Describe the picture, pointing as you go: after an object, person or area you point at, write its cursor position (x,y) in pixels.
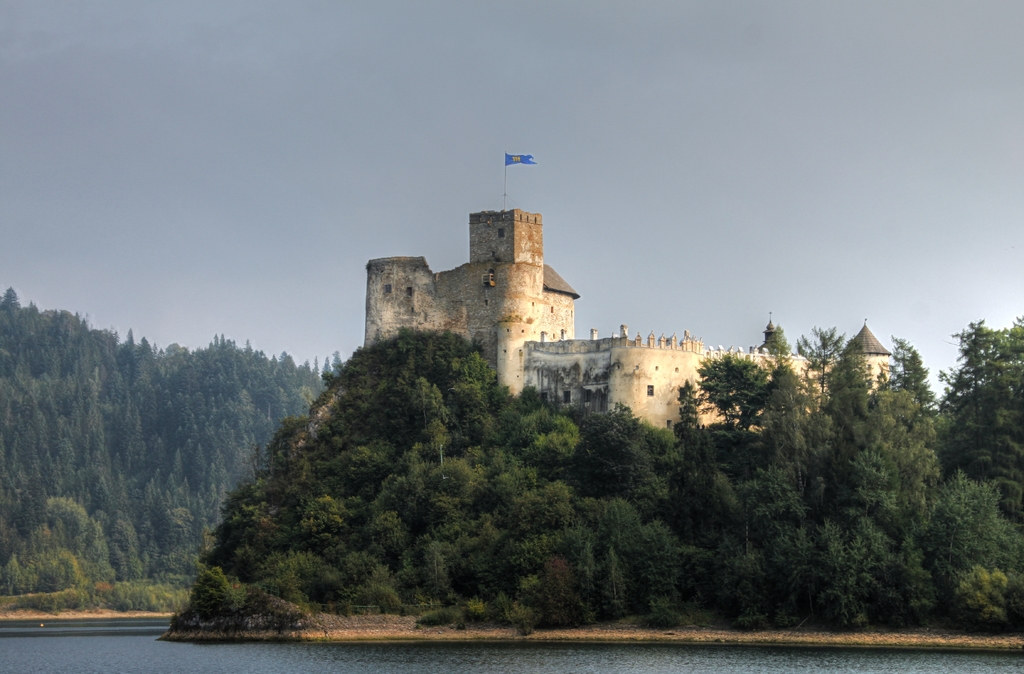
There is a surface of water (378,659) at the bottom of this image (535,651), and there are some trees (551,495) in the background (67,463). There is a monument (515,314) with a flag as we can see in the middle of this image (549,366), and there is a sky (445,179) at the top of this image (487,127).
